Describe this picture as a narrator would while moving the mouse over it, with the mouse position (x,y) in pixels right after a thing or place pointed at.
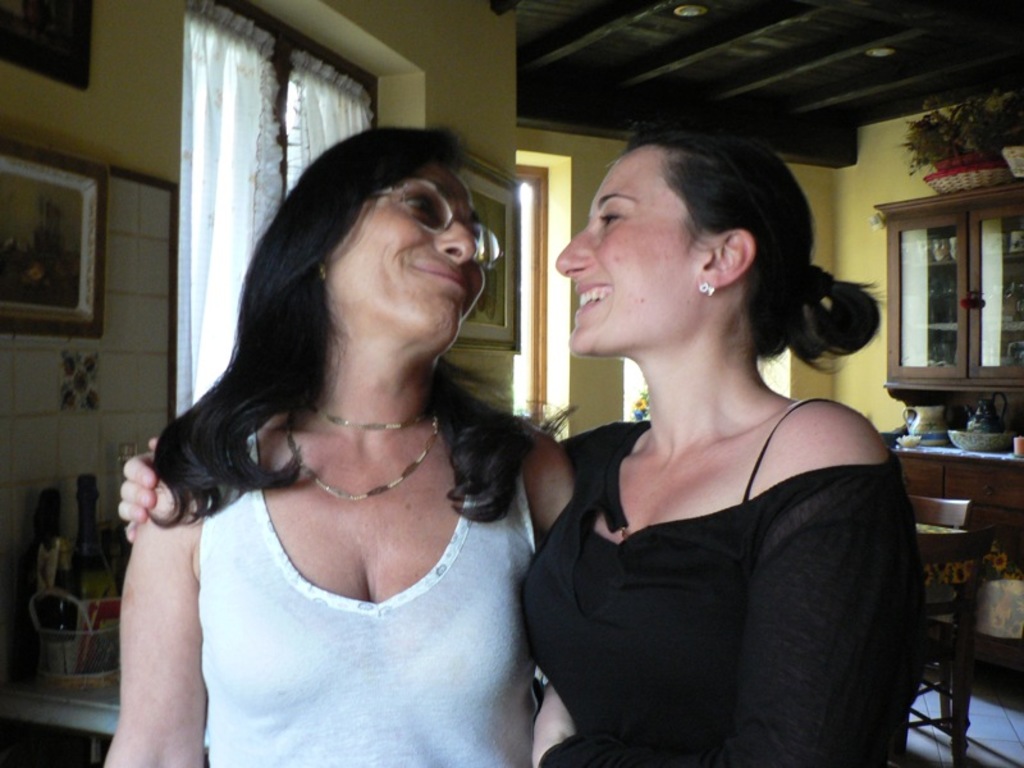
In this picture I can see there are two women (625,567) standing and smiling and in the backdrop (957,468) I can see there is a wall (467,97) and a table (88,701).
